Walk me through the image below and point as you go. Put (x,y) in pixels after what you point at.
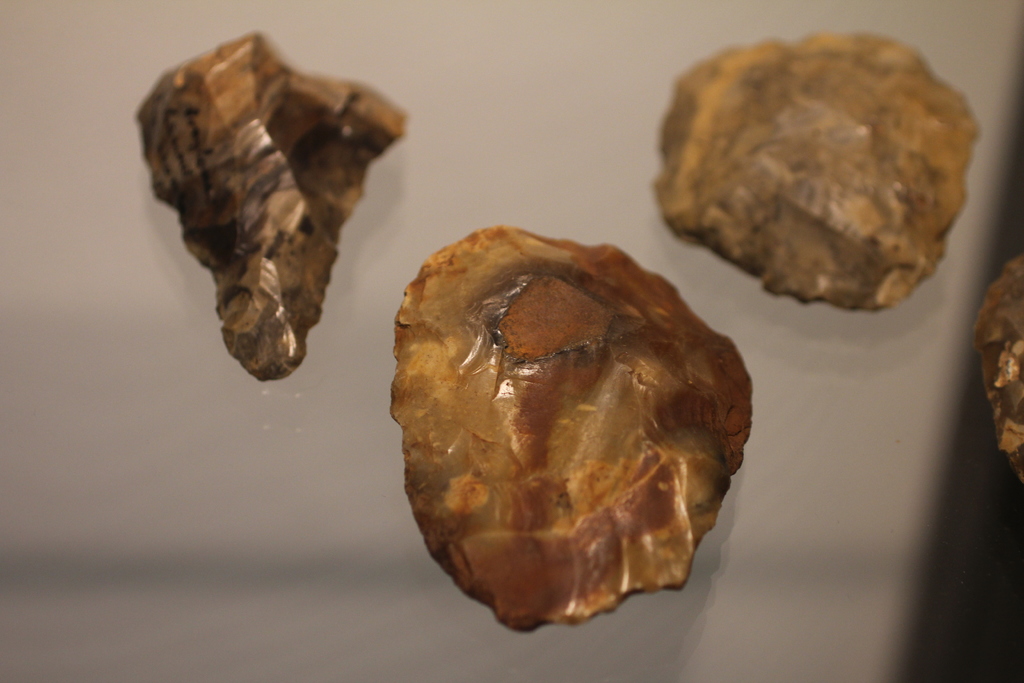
In this picture we can see four stones (607,359) on a platform (43,589).
